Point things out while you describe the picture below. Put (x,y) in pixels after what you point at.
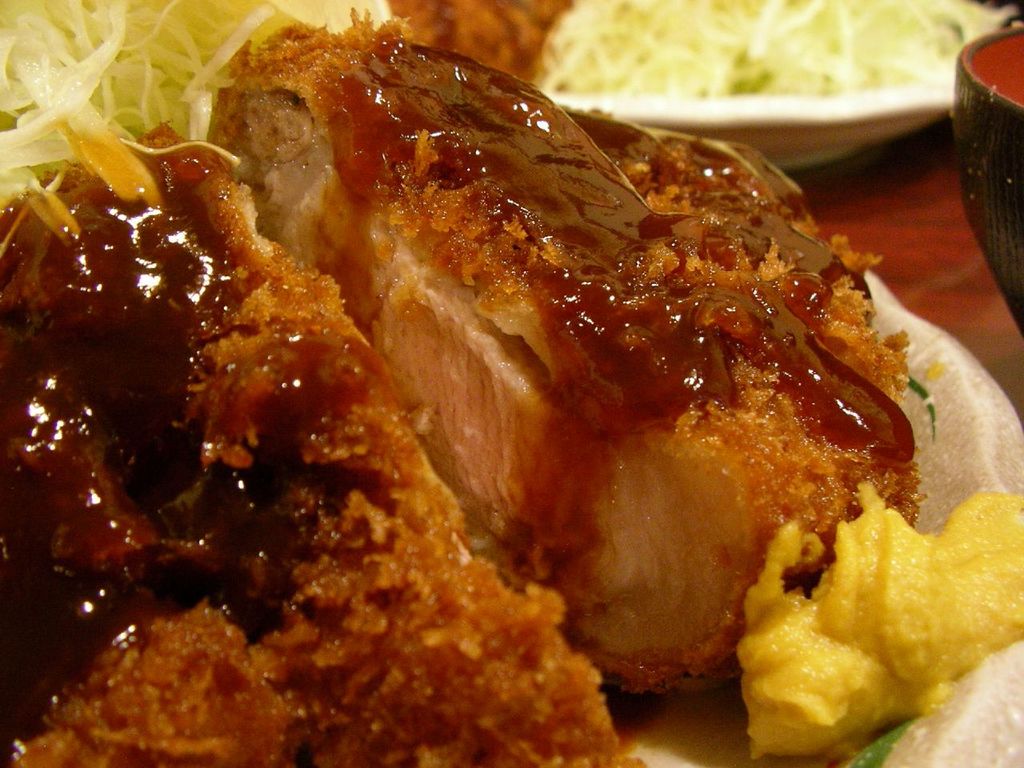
In this picture I can see some food item (484,451) are placed on the plates (945,407), which is placed on the wooden thing (917,245).
